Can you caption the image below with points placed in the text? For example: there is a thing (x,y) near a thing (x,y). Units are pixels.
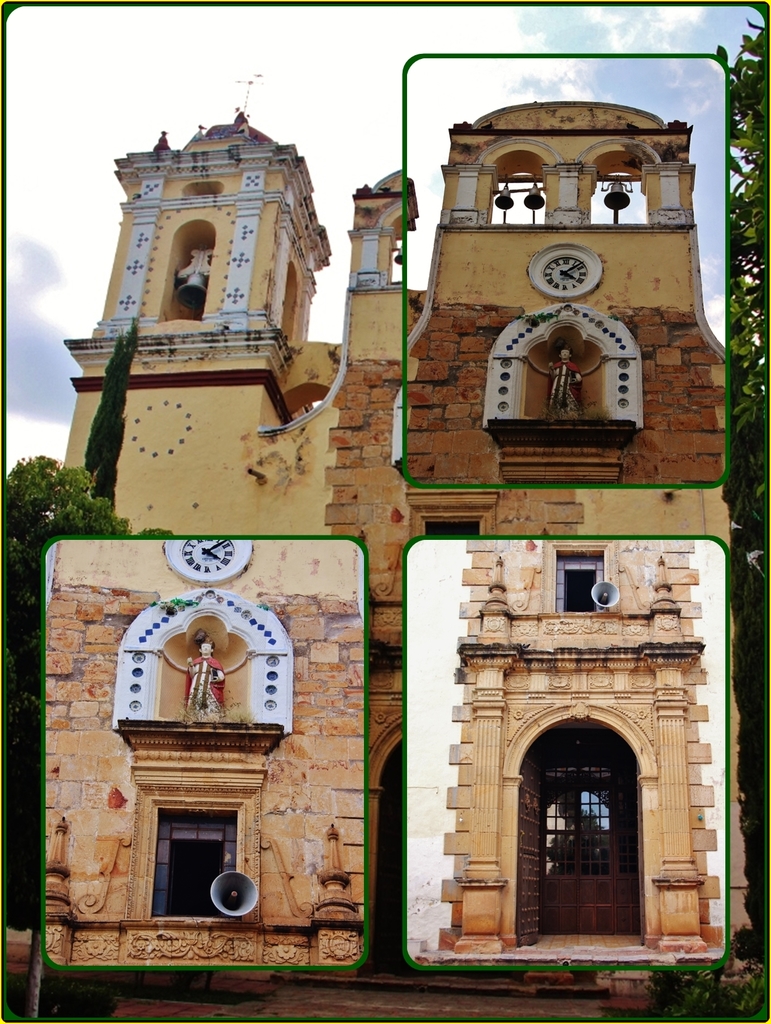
This image consists of a picture in which there is a building (92,819). It looks like the image is edited and made as a collage. On the right (731,551), there are plants (764,520). At the top (322,52), there are clouds (364,58) in the sky (447,63).
